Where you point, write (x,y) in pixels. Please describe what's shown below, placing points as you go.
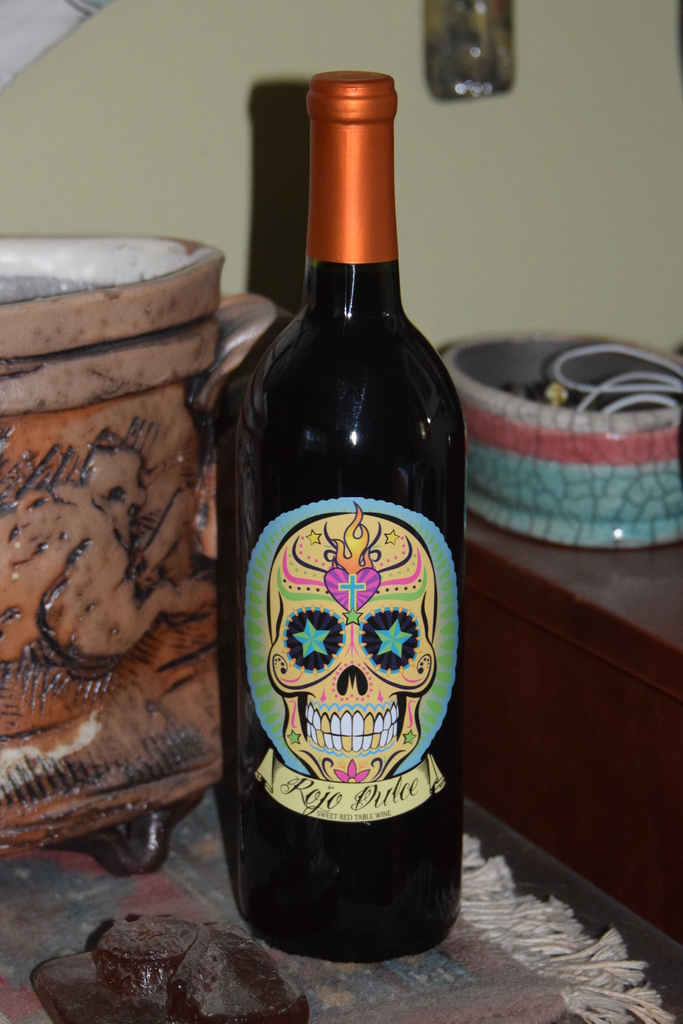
This picture seems to be clicked inside the room (395,342). In the center (379,342) we can see a black color glass bottle (353,360) placed on the table (594,919) and we can see some other objects (193,530) are placed on the top of the tables (582,587). In the background (562,94) we can see the wall (566,90) and some other objects (557,381) and we can see the picture of a skull (361,630) and the text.
